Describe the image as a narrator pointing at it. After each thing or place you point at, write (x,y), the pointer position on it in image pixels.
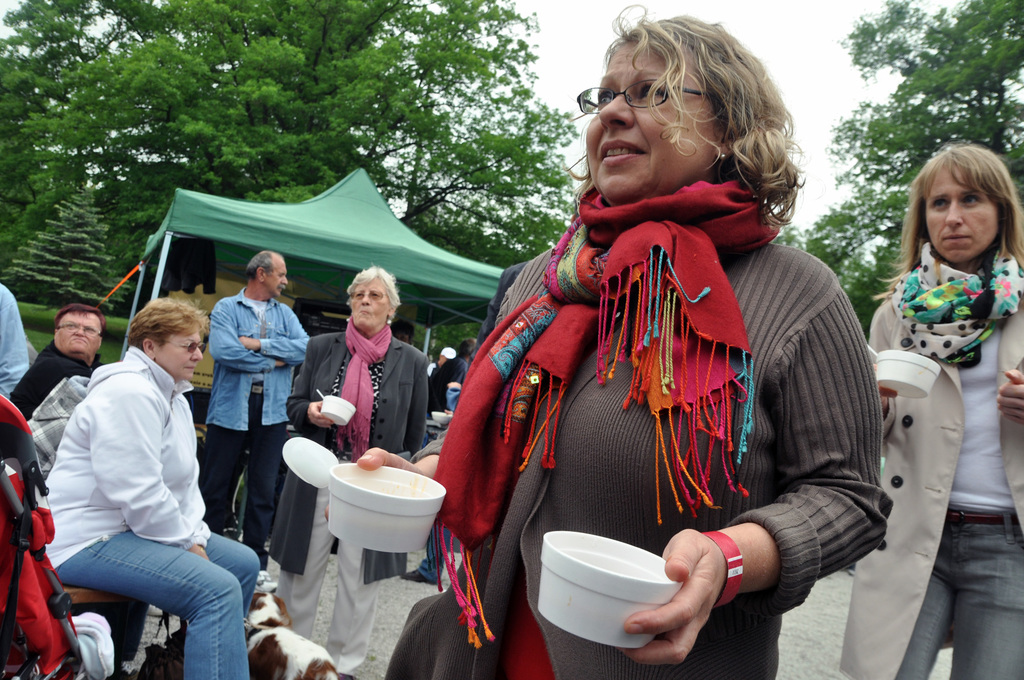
In this picture we can see group of people (729,186) were in front (626,159) woman (619,170) wore spectacle (608,97), scarf (706,220) holding bowls (548,536) in her hand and in the background (143,295) we can see tent (211,227), tree (304,100), sky (557,13).
